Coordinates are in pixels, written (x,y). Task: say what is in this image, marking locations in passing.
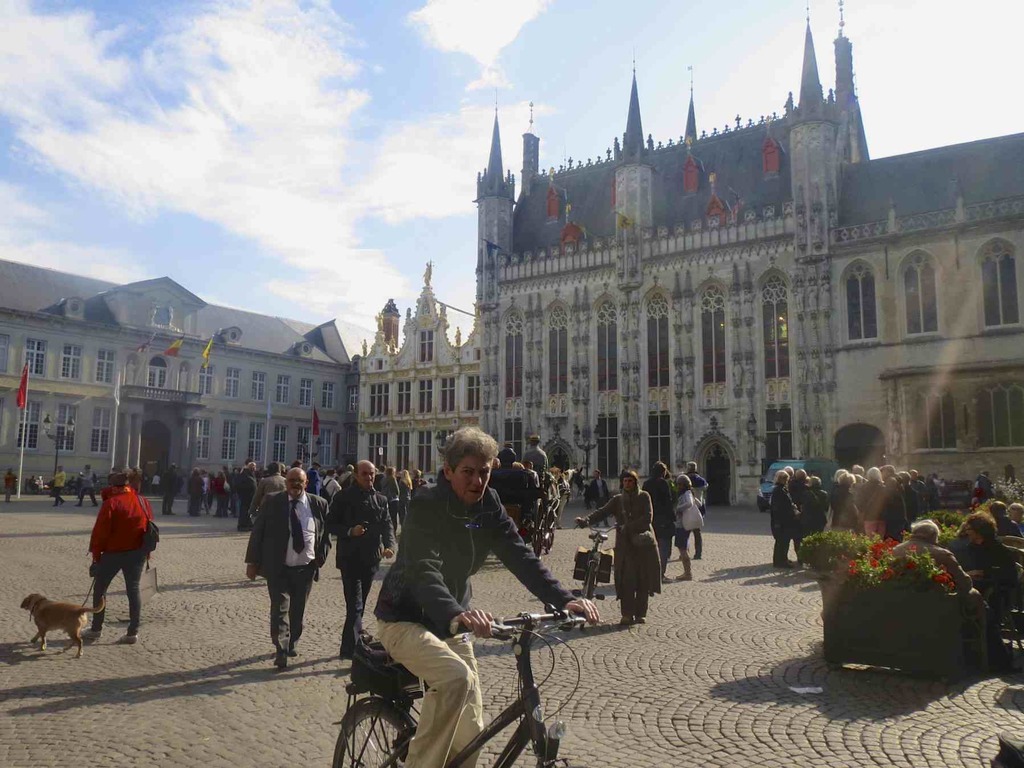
Here a man (412,565) is riding a bicycle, people (276,595) are walking here a dog (72,633) is also walking behind that there is a building (205,425). It's a sunny day.
